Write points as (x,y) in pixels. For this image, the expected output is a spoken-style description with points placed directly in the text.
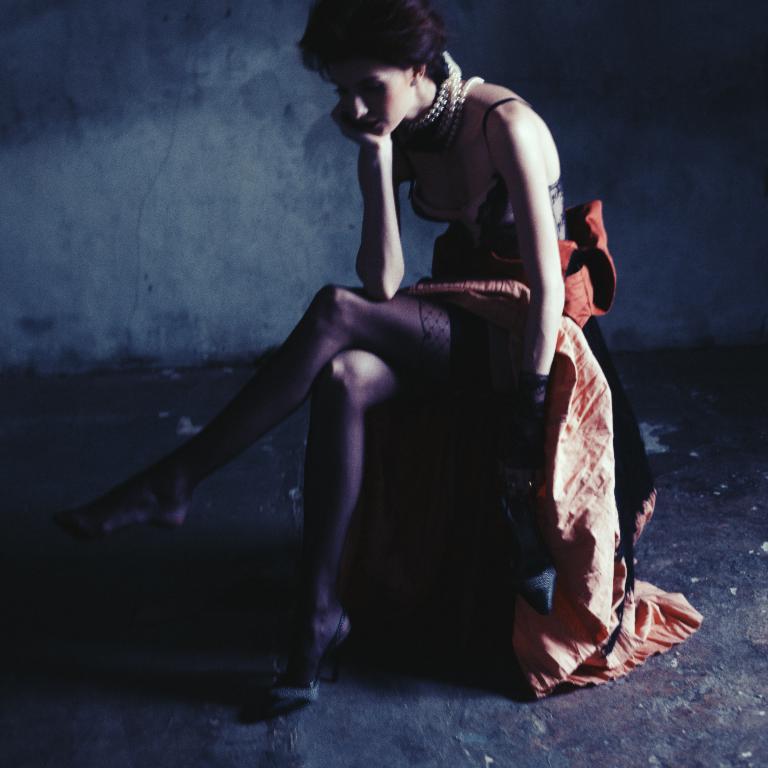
In this picture there is a woman (384,191) who is wearing black dress (588,381). She is sitting on the chair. At the back (355,276) there is a wall (240,175).
